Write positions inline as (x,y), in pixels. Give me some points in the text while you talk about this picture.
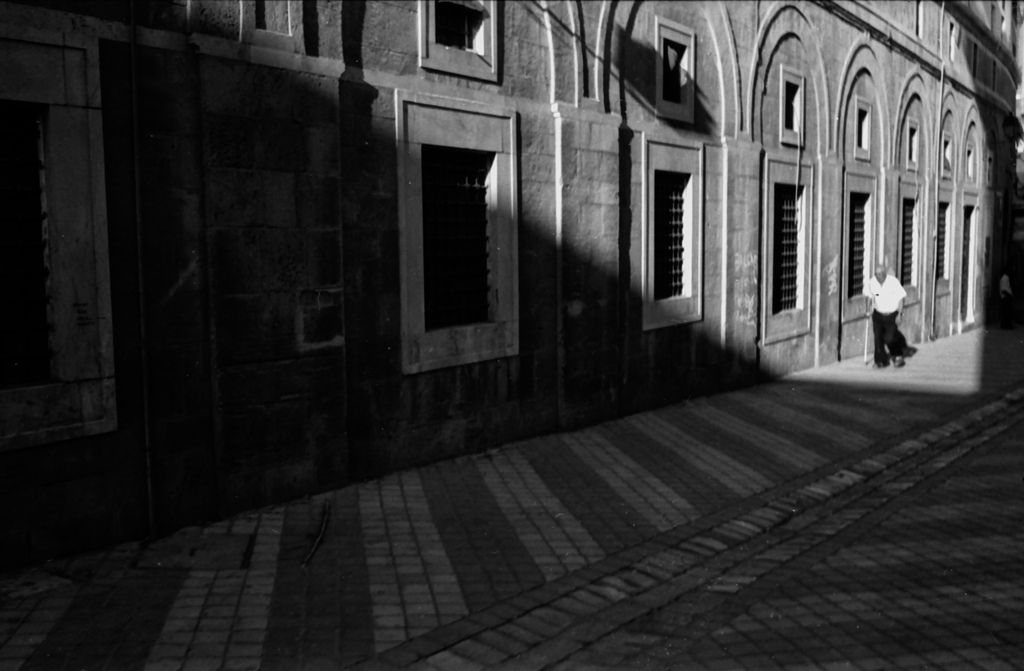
In this image I can see the black and white picture in which I can see the ground (647,539), a person (876,342) wearing white and black colored dress (891,285) is standing on the ground (879,384) and a building (917,317). I can see few windows (682,73) of the building (406,238) and in the background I can see another person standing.
